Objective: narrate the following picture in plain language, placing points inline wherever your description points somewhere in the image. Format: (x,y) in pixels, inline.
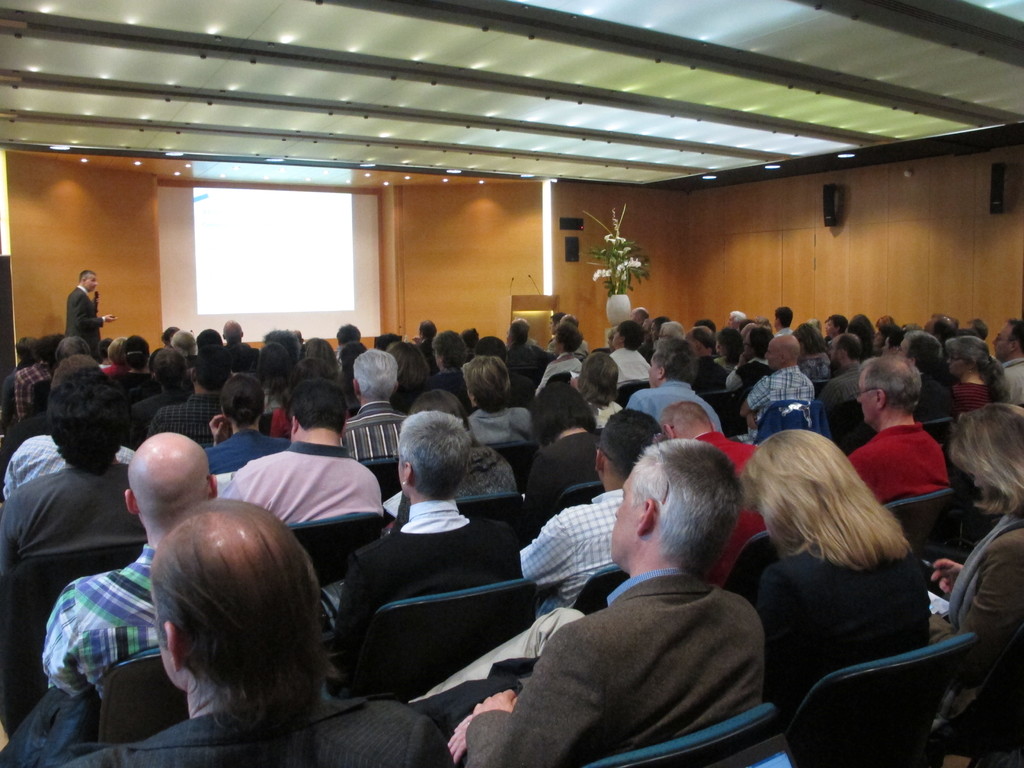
In this image it seems like it is a seminar hall (465,330) in which there are so many people (246,492) sitting in the chairs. In the background (263,270) there is a screen (258,225) in the middle (371,291). At the top (273,74) there is ceiling (335,107) with the lights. On the left side (92,304) there is a man (86,303) standing on the stage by holding the mic (97,297). On the right side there is a flower vase (622,275) near the podium (529,302). On the podium (542,303) there are two mics (528,278). On the right side (833,194) there are speakers (825,223) to the wall (880,216).
